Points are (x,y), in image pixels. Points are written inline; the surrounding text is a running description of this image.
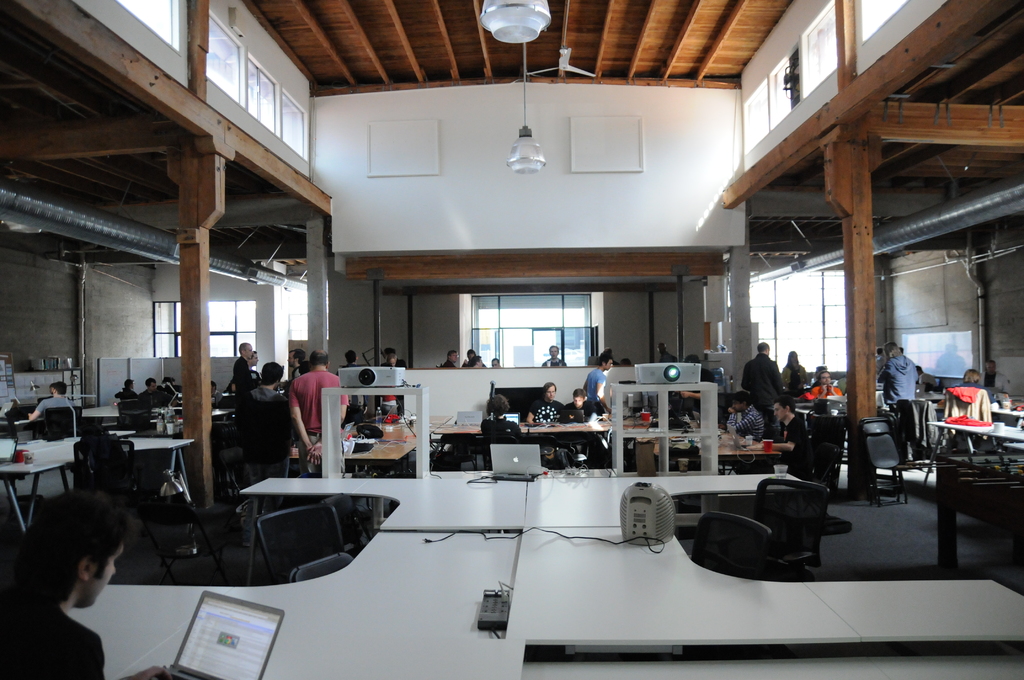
In this picture I can see the inside view of a building (636,259), there are group of people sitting on the chairs (187,519), there are group of people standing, there are laptops (215,672) and some other objects (634,529) on the tables (474,490), there are lights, fan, and in the background (589,308) there are windows (803,347).
